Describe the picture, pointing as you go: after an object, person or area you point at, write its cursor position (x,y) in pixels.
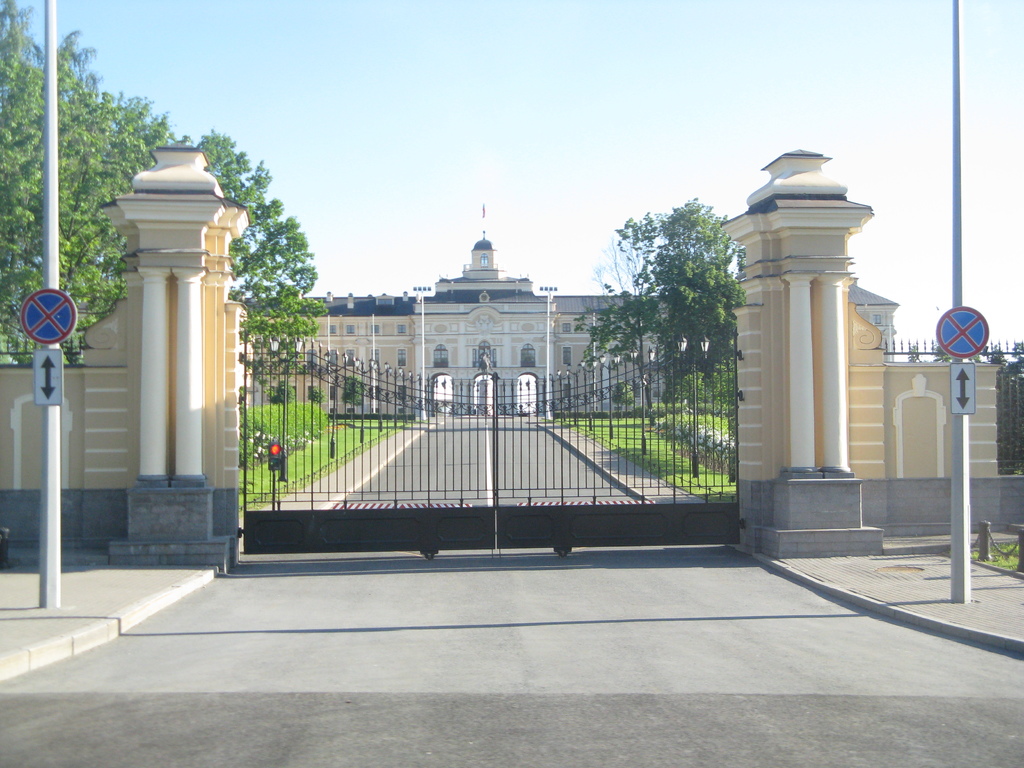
At the bottom of the picture (518,714), we see the road (501,669). On either side of the picture, we see poles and boards (956,336) in white and blue color. In the middle of the picture (548,417), we see a gate (362,433) and the pillars (750,414). On either side of the gate (699,350), we see grass (705,480) and trees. In the background (353,327), we see a palace (525,322). At the top of the picture (438,58), we see the sky (447,159).
